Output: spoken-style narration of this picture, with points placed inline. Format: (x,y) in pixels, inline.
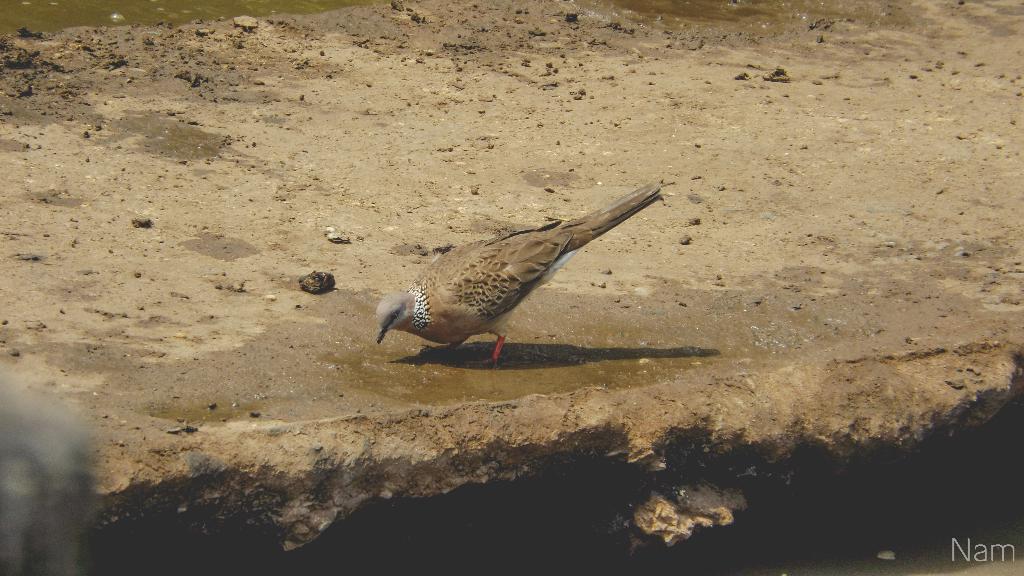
In this picture I can see there is a pigeon (494,346) and there is soil (471,404) and some water (394,376) on the floor (594,170). There is a watermark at the right side (994,545) bottom the image.
